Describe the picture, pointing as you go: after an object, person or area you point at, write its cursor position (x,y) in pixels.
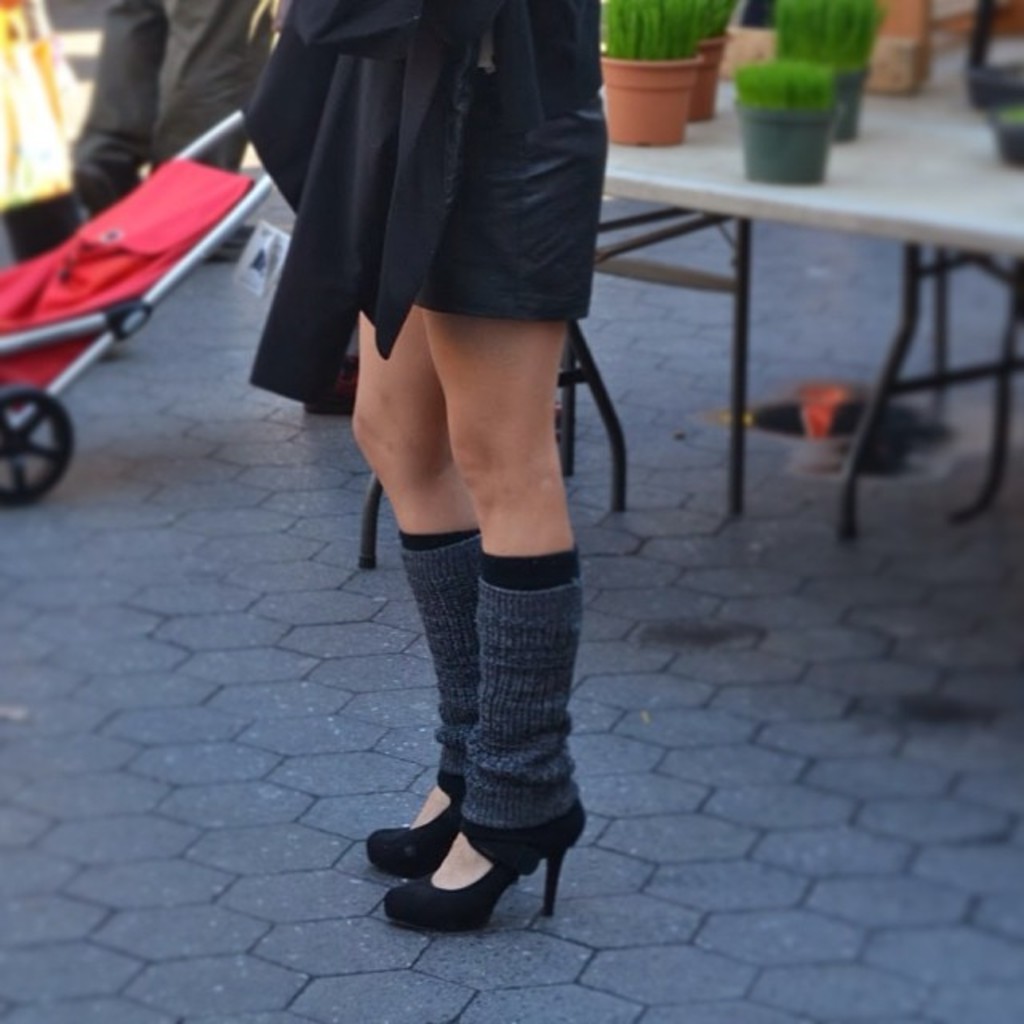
In this image we can see the person's legs (461,448) on the floor (699,683). And at the back (786,100) we can see the potted plants (817,136) on the table (741,258). And at the side, we can see the stroller chair (76,316).
